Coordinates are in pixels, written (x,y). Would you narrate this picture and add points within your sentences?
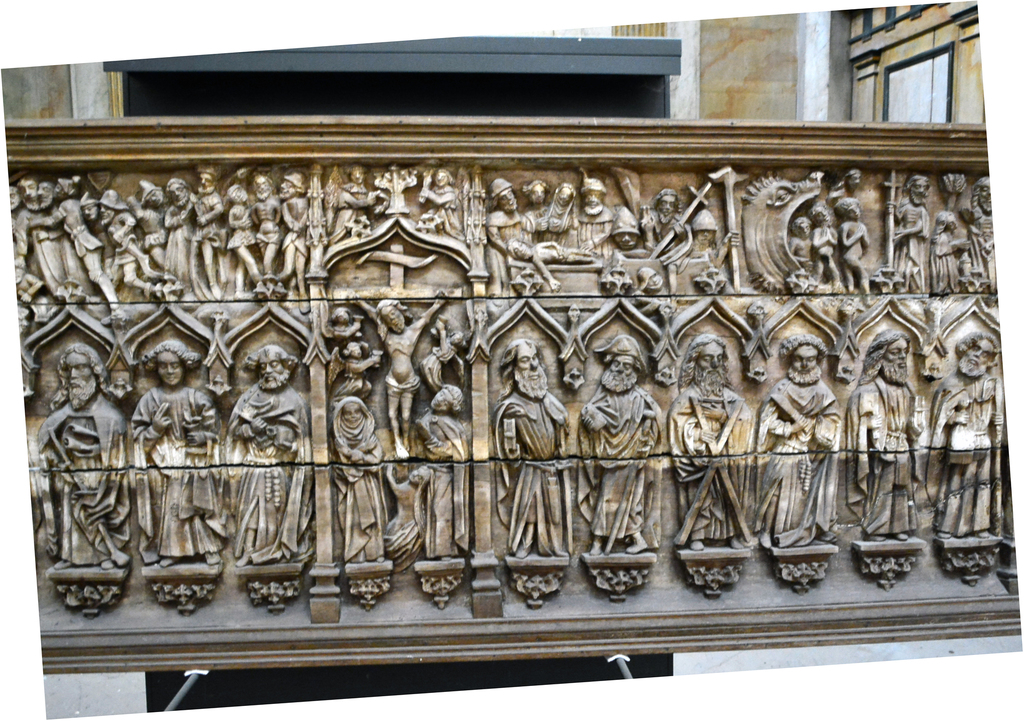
In this image I can see the sculptures (447,455) of people (211,441) on a wall (87,320). In the background (907,59) there is a building (708,68).
